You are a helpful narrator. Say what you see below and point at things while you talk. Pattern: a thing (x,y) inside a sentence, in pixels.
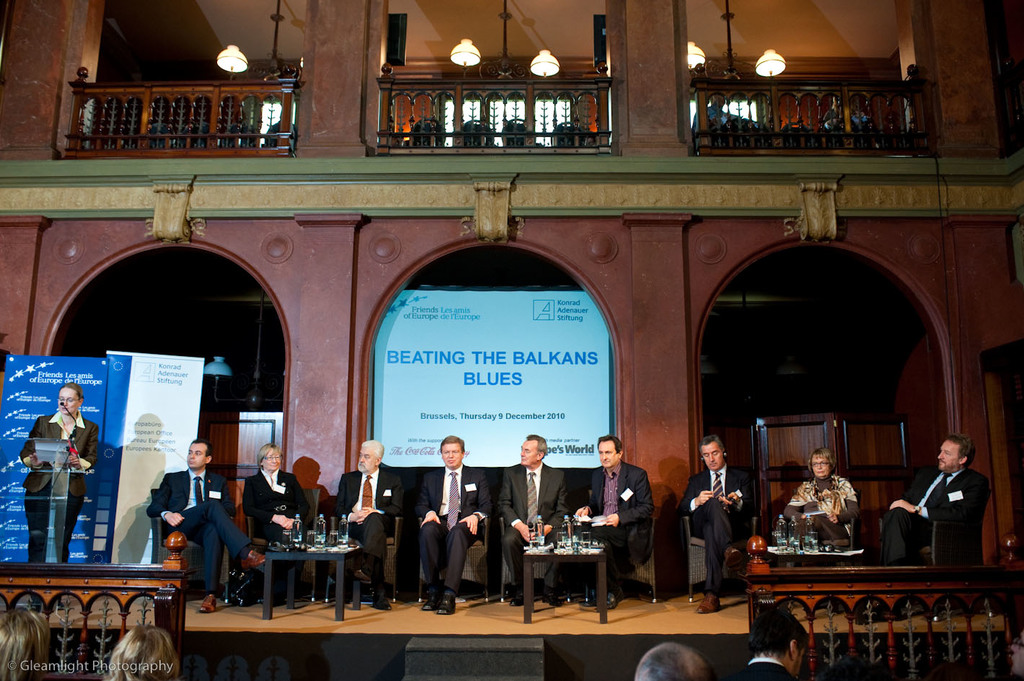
In the center of the image (530,446) some persons (452,492) are sitting on a chair (418,518), in-front of them there is a table (539,556). On the table (345,549) we can see bottles (319,541) are present. On the left side of the image (86,437) a lady (73,410) is standing in-front of podium (60,506) and mic (72,438) is there. In the background of the image (320,303) we can see wall (330,306), board (401,356), lights (552,65), grill (541,146) are there. At the bottom of the image (688,673) some persons (780,639) are there. At the top of the image (544,21) roof (693,23) is there.
